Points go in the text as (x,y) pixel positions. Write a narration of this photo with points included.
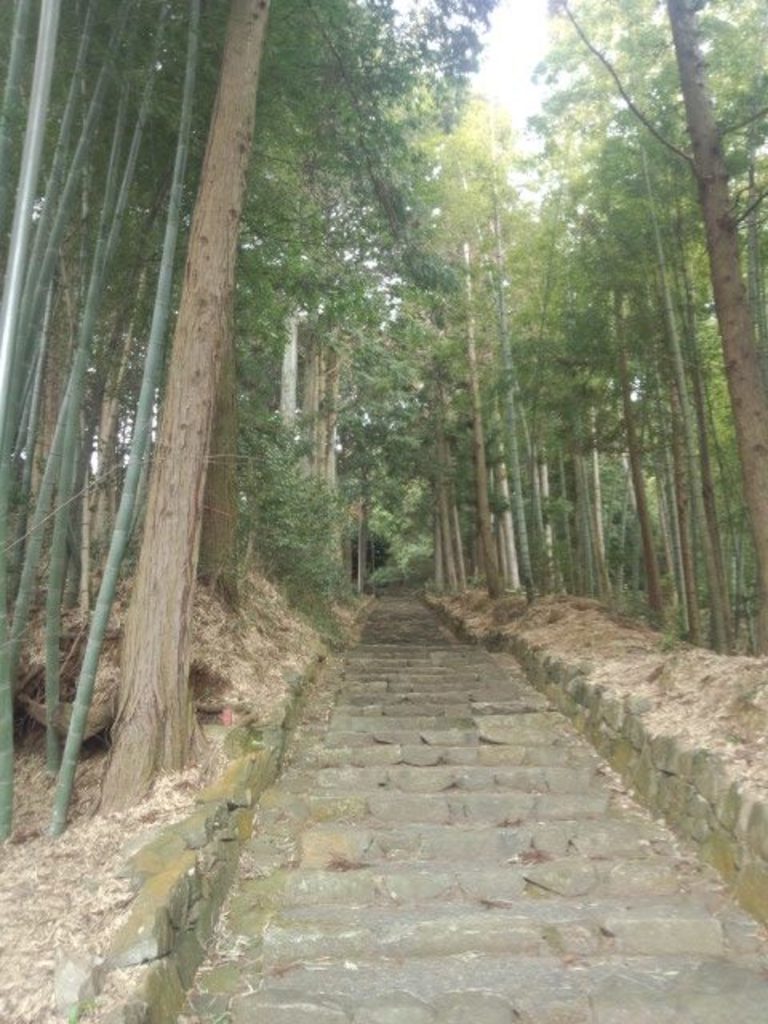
In this picture we can see stairs (445,739) in the middle (438,670), on the left side (161,496) and right side (733,505) there are trees (487,342), we can see the sky (527,71) at the top of the picture (510,73).
